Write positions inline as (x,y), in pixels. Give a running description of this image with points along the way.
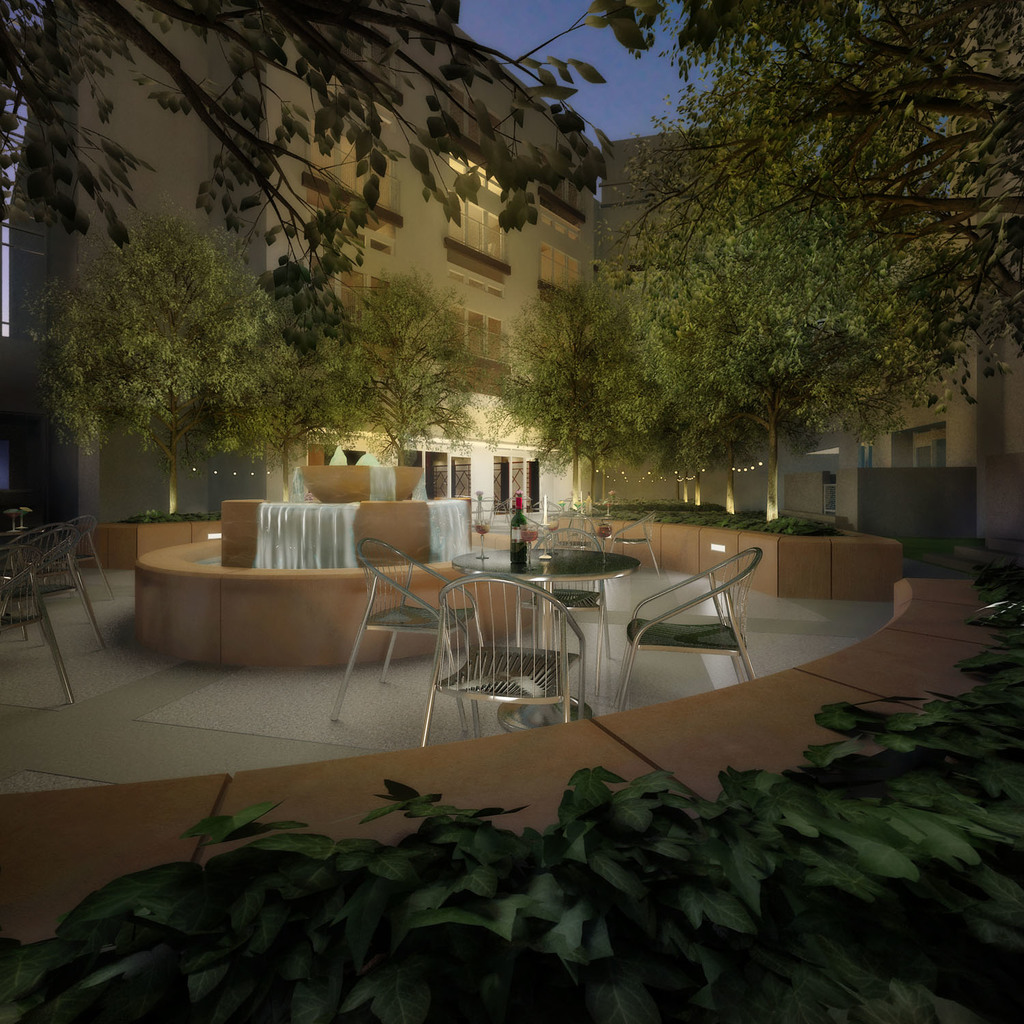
In the foreground of the picture (409,844) there are plants (661,812). In the center of the picture (602,575) there are chairs (29,573), tables (509,556), fountain (412,489), bottle (517,528), wall (836,548) and plants (143,518). In the background (405,322) there are trees (75,222) and building (502,257).
